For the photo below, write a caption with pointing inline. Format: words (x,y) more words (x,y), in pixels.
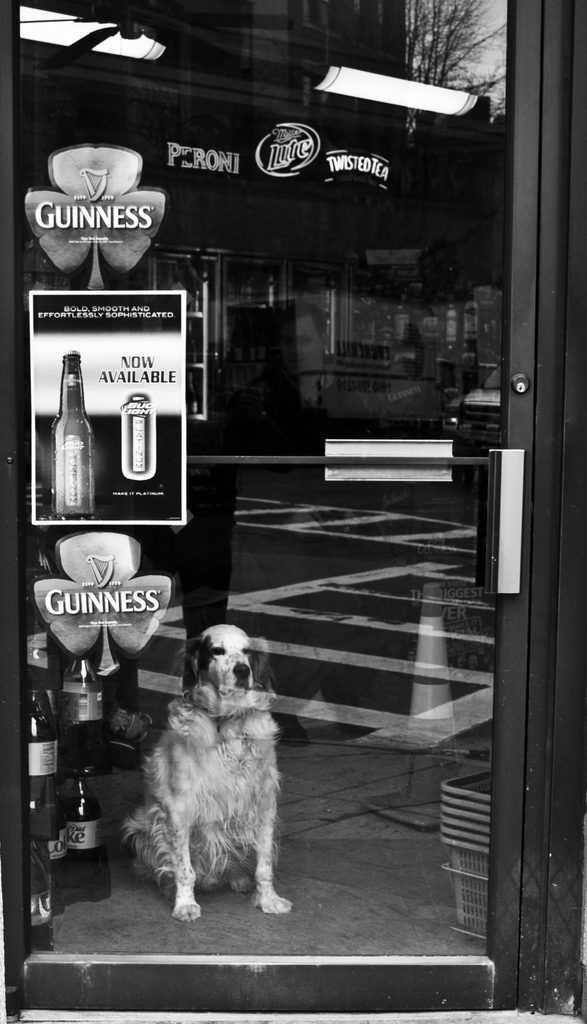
In this image we can see a door (398,419) and through the door (438,424), we can see a dog (219,739), few bottles (91,757), a basket (458,854), lights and on the door (423,851) there is a poster (106,354) and a logo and we can see the reflection (424,66) of the tree (450,50) and a building (296,65).
